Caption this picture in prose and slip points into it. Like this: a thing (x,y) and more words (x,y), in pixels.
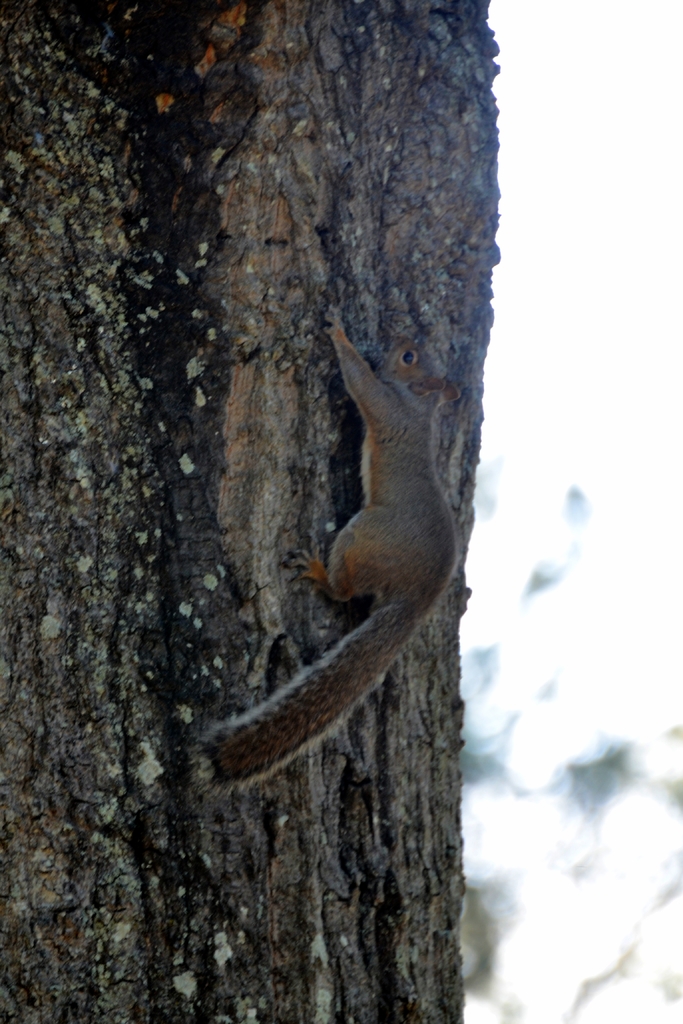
In this picture we can see a squirrel (436,565) on a tree trunk (467,589) and in the background (534,541) we can see it is blurry.
